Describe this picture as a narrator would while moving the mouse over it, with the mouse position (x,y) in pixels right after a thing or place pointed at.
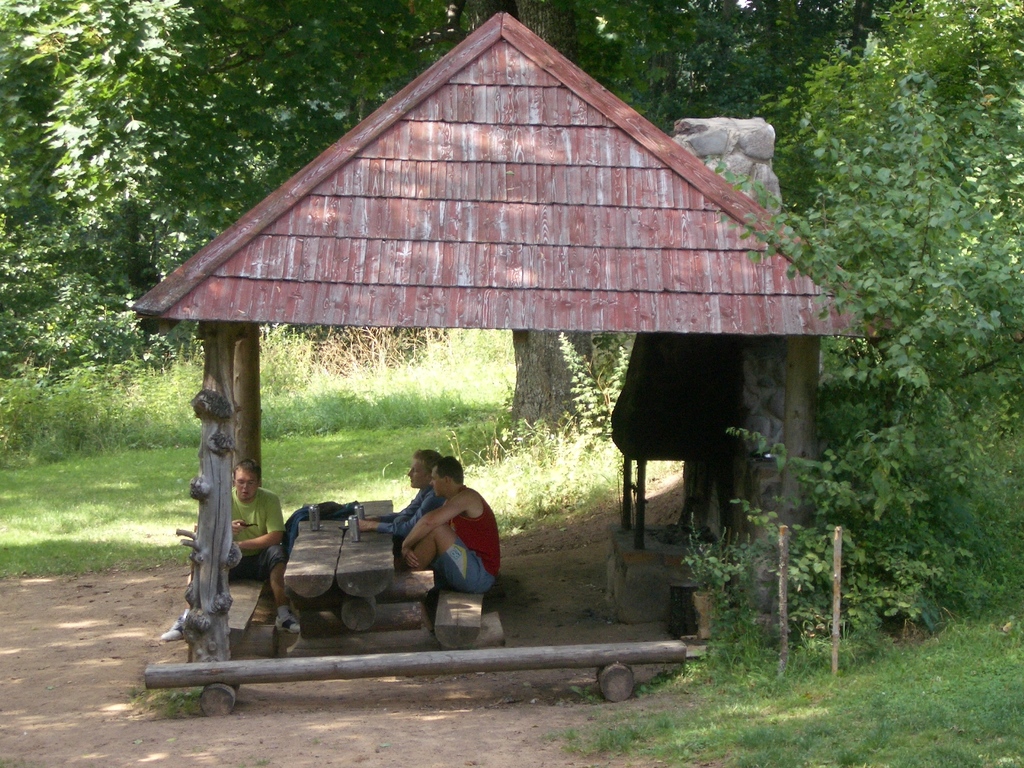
This picture is clicked outside. In the foreground (797,620) we can see the green grass (820,689) and poles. In the center (445,482) there are three persons (421,521) sitting on the benches (449,610) under a wooden shelter (493,246) and there is a table (325,556) on the top of which some items (355,535) are placed. In the background (94,131) we can see the plants (587,378) and trees (98,153).
